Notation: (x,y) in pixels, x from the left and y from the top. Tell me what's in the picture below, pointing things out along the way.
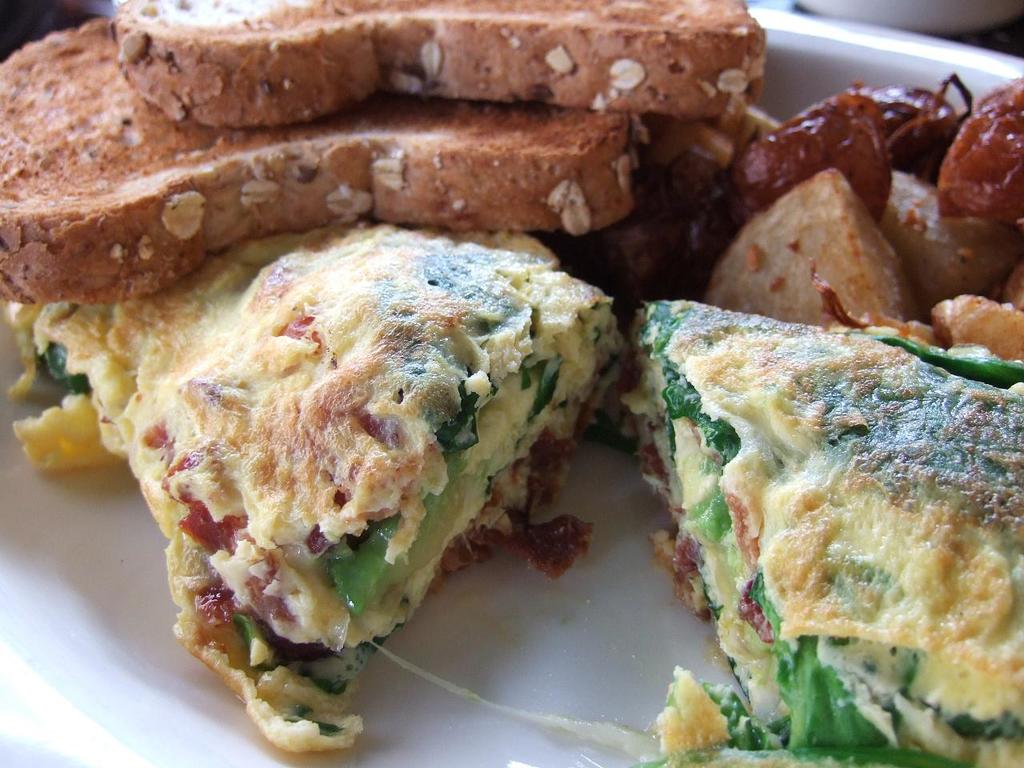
In this picture there is a plate (865,33), in the plate (887,33) there are variety of dishes (758,322).
